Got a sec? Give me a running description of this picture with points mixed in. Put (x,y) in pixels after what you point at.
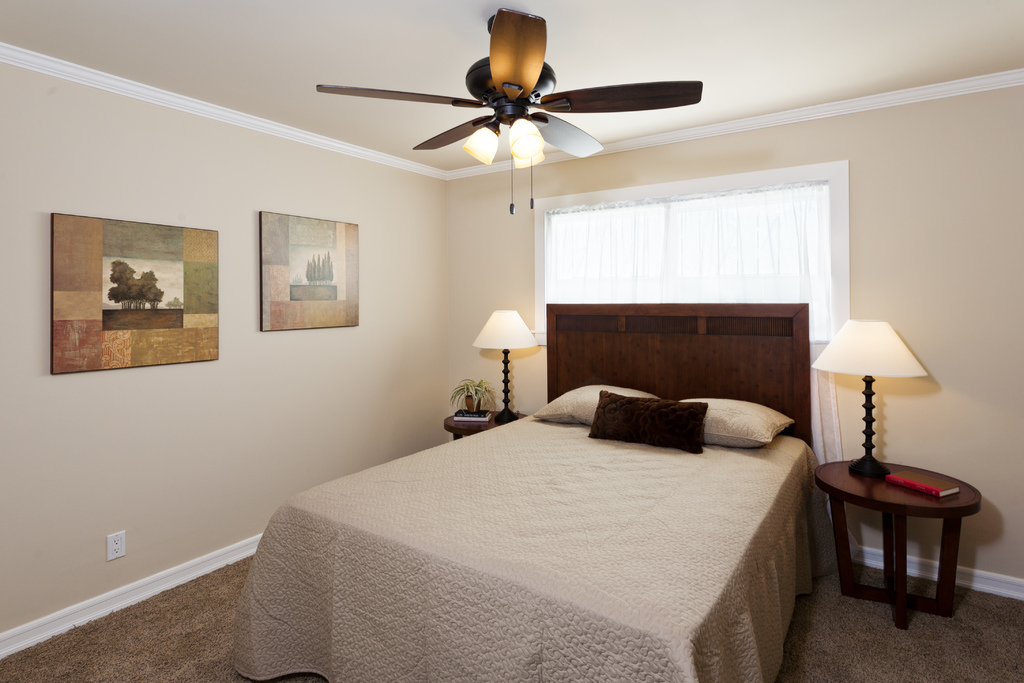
This image might be taken in a bedroom (339,527). In this image we can see bed (445,512), bed sheet (513,511), pillows (663,428), lights (513,344), book (915,487), table (904,503), photo frames (79,248), window (585,243), fan (516,139) and wall (258,421).
